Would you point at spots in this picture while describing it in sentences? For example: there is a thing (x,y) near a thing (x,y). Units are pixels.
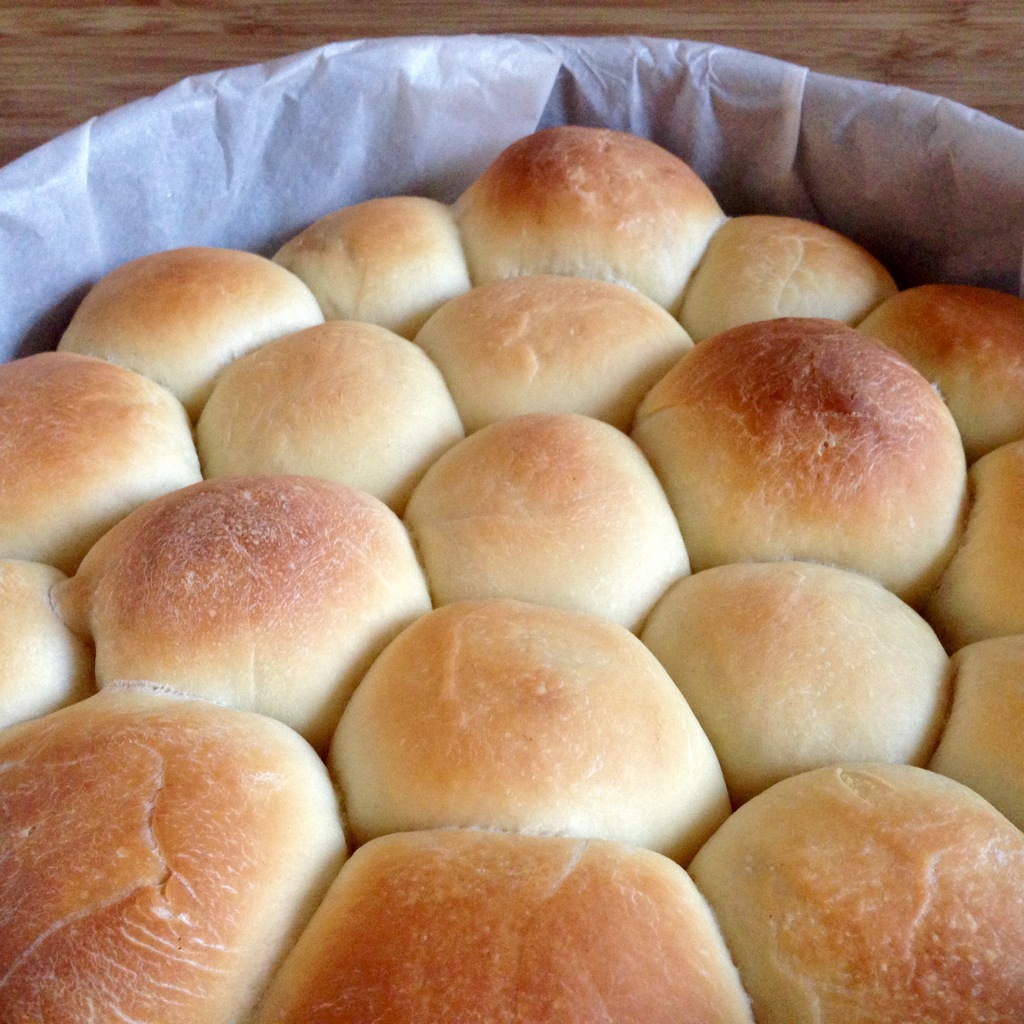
We can see container (348,184) with buns (468,253) on wooden platform (924,47).
